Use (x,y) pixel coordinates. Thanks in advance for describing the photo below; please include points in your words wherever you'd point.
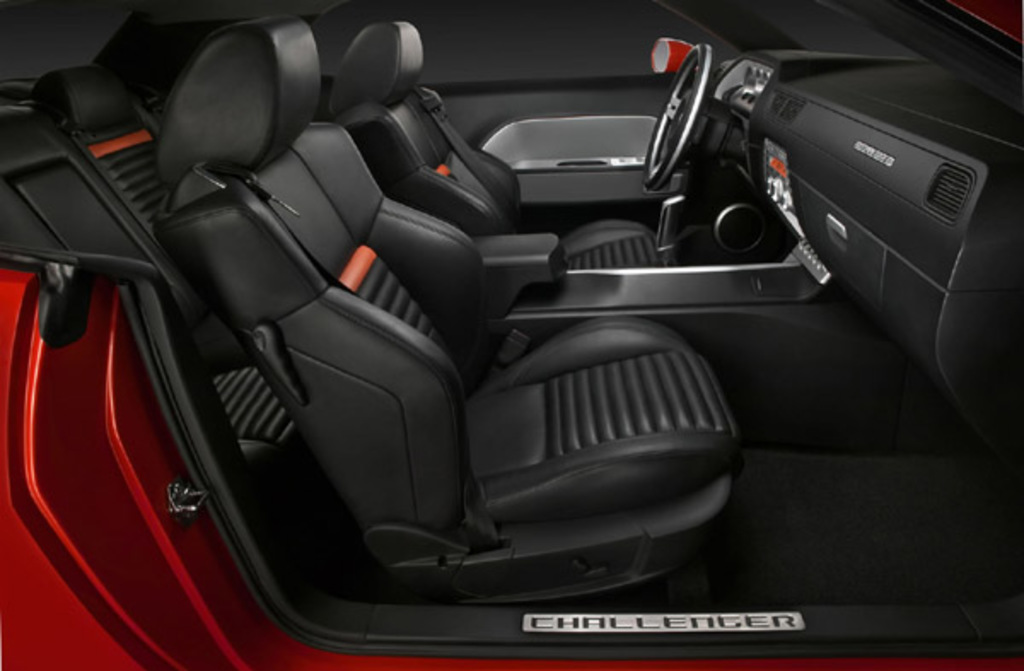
In this image we can see inside view of a red color car (118,494).
